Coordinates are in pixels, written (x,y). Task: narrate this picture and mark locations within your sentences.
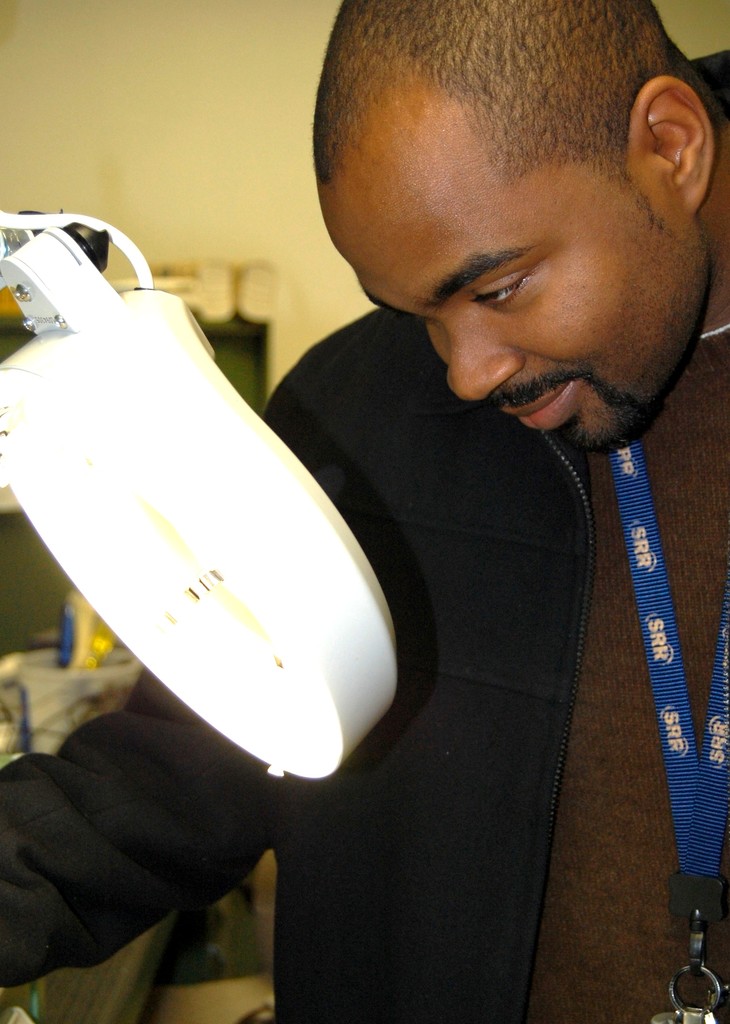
In this picture we can see the man (482,591) wearing black shirt (481,604), standing in the front (424,692). Beside there is a white table light (221,458). Behind we can see the yellow wall (201,225).
